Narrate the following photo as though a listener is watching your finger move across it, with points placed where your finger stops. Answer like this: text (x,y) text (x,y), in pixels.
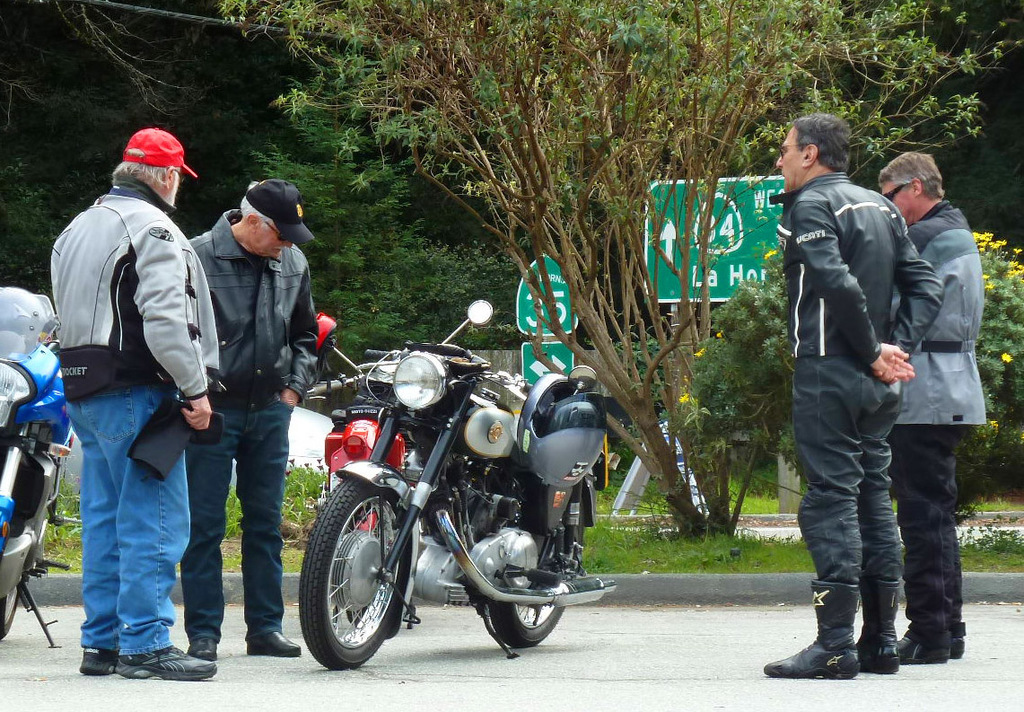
In this image there are few bikes (368,573) and people (280,566) standing on the road (432,697), behind them there are so many plants (733,331), trees (601,266) and boards (766,183) on the pole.
